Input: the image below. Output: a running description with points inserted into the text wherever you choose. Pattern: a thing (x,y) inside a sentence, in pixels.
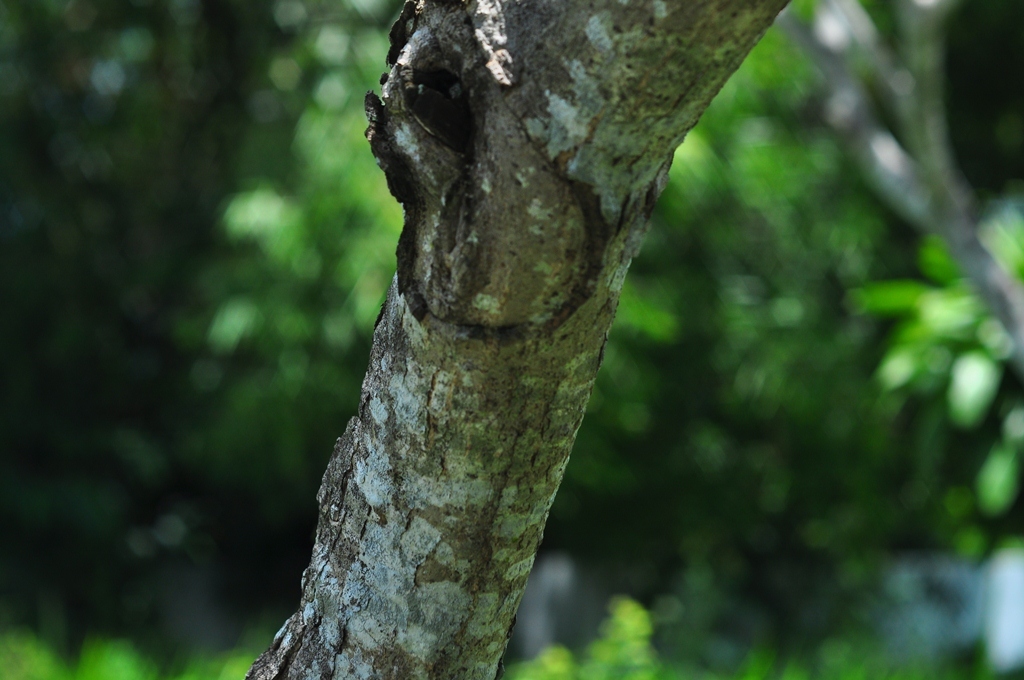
In this image we can see a branch (464,429) of a tree (439,591). In the background (237,520), we can see a group of trees (909,331).
